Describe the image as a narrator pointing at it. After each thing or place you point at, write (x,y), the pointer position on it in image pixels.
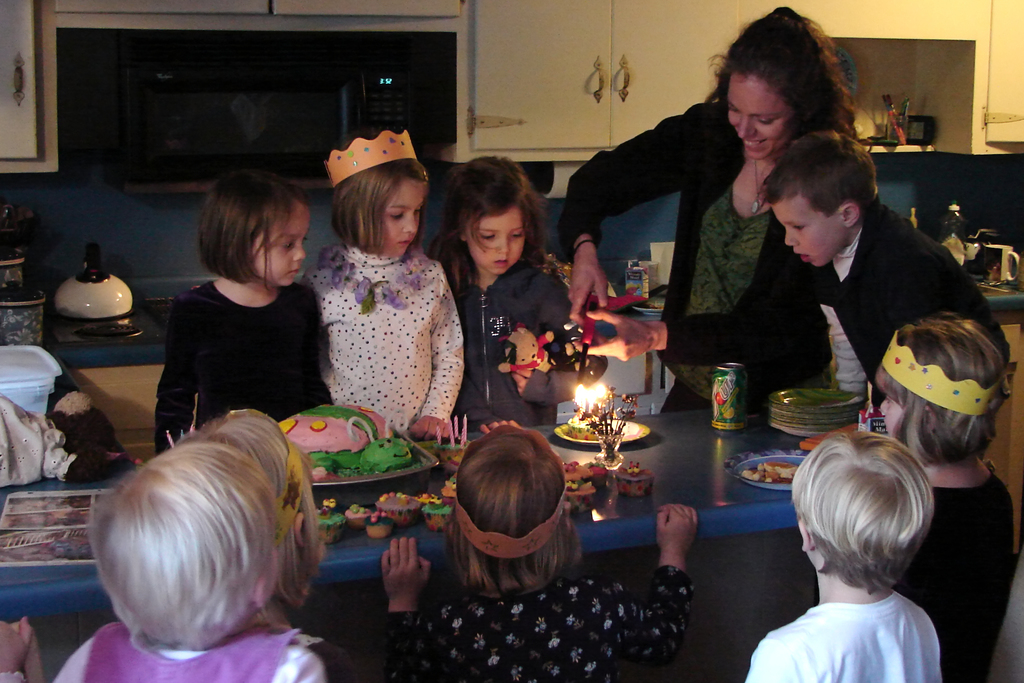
Here we can see a group of children (825,155) standing, and in front (659,435) here is the table (569,450) and cake (316,412) and tins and plates (634,438) and some objects (597,404) on it, and at back here are some objects (51,385).
